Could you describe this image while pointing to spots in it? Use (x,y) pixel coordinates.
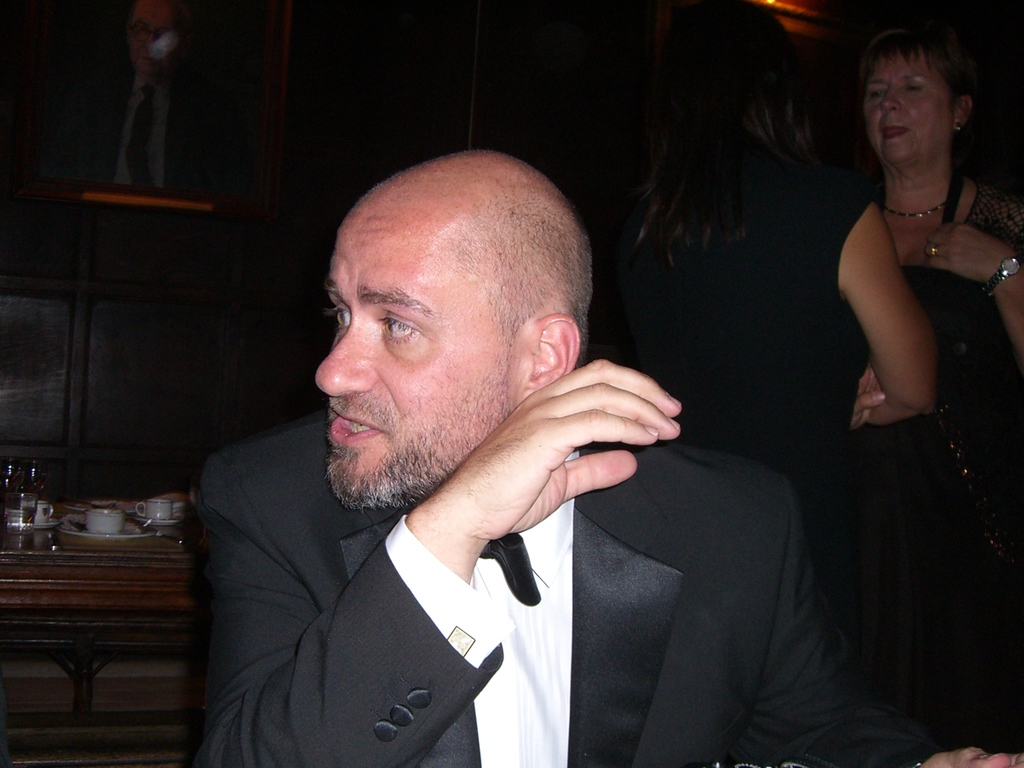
In this image there is a man (475,530) in the middle (528,499) who is wearing the black suit (617,615). Behind him there are two other women (867,244). On the left side (86,567) there is a desk (98,552) in the background (130,545). On the desk (143,551) there are glasses (22,515) and cups (113,531).
